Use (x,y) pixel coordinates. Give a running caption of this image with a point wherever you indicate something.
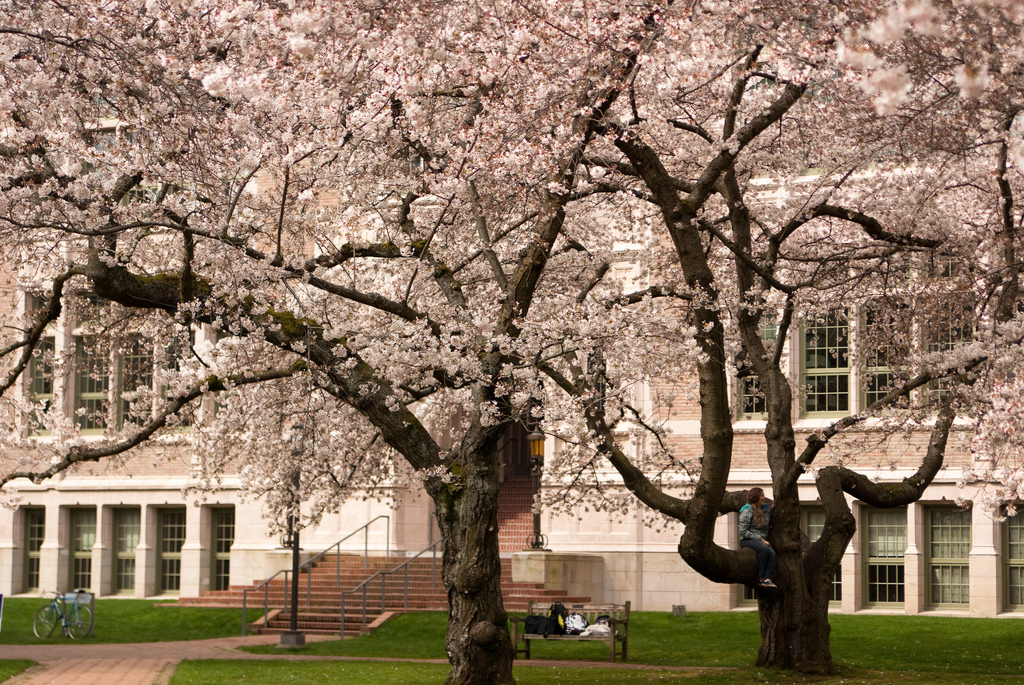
In this image I can see few trees (338,386), grass (406,629), stairs (415,588), railings (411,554), a building (308,539), number of windows (169,556), a bench (537,602), a bicycle (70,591) over there and here I can see a person (760,495) is sitting.
